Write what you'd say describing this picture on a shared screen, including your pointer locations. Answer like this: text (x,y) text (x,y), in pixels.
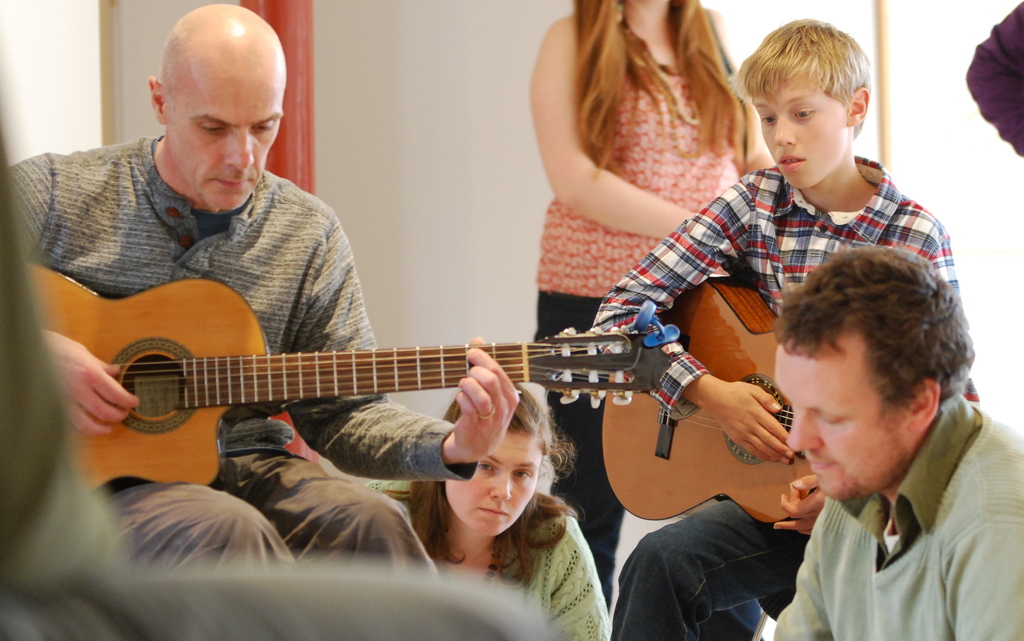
This picture describes about group of people (289,335) some are seated and some are standing, in the left side of the image (152,164) a man (101,264) is playing guitar (221,334), in the background (291,33) we can see a wall (327,75) and curtain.
